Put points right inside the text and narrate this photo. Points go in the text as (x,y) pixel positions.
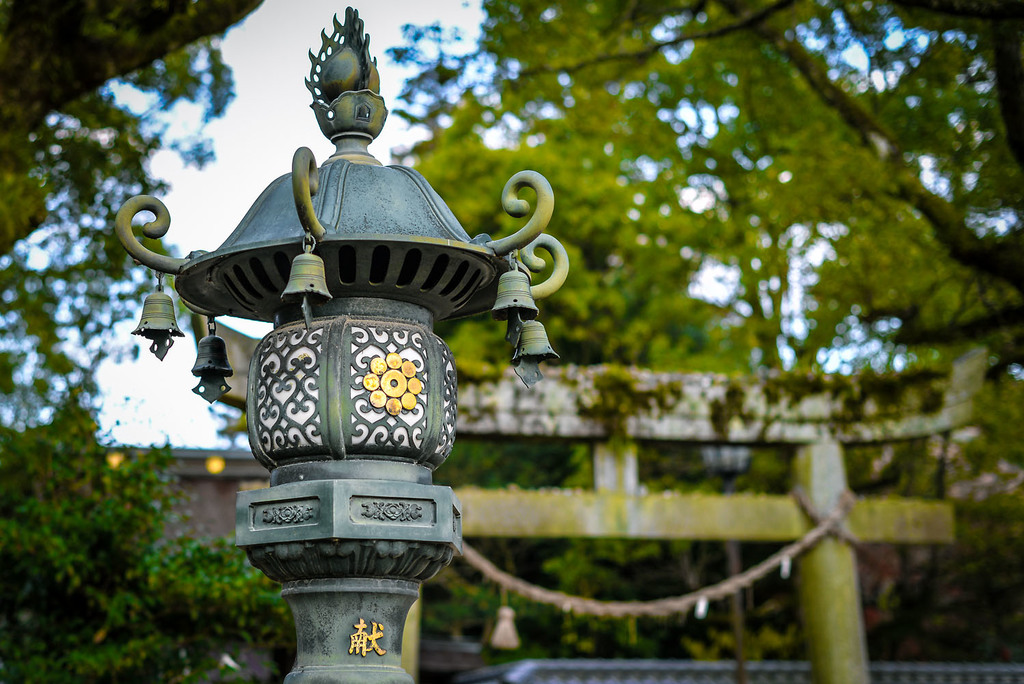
In this image we can see there is a lamp post (394,308). In the background (162,386) there are trees (632,163) and sky (412,16).
